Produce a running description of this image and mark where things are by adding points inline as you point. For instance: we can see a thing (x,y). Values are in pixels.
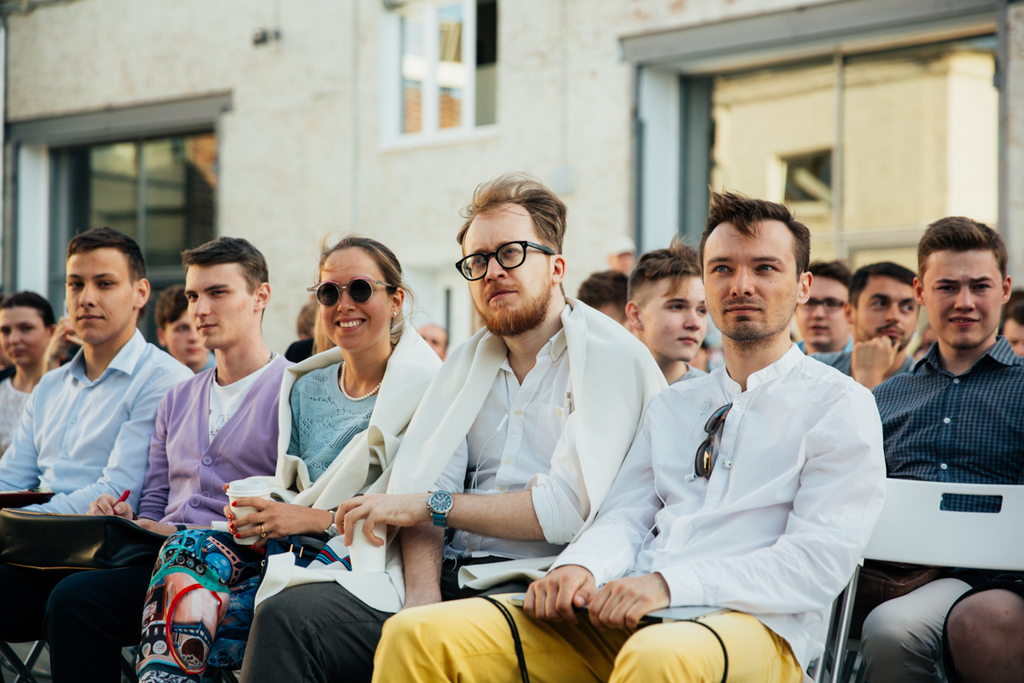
In this image I can see people (465,444) are sitting on chairs (837,663) among them this woman (330,496) is holding a glass (268,487) in the hand (251,513). In the background (264,36) I can see a building (351,126).
